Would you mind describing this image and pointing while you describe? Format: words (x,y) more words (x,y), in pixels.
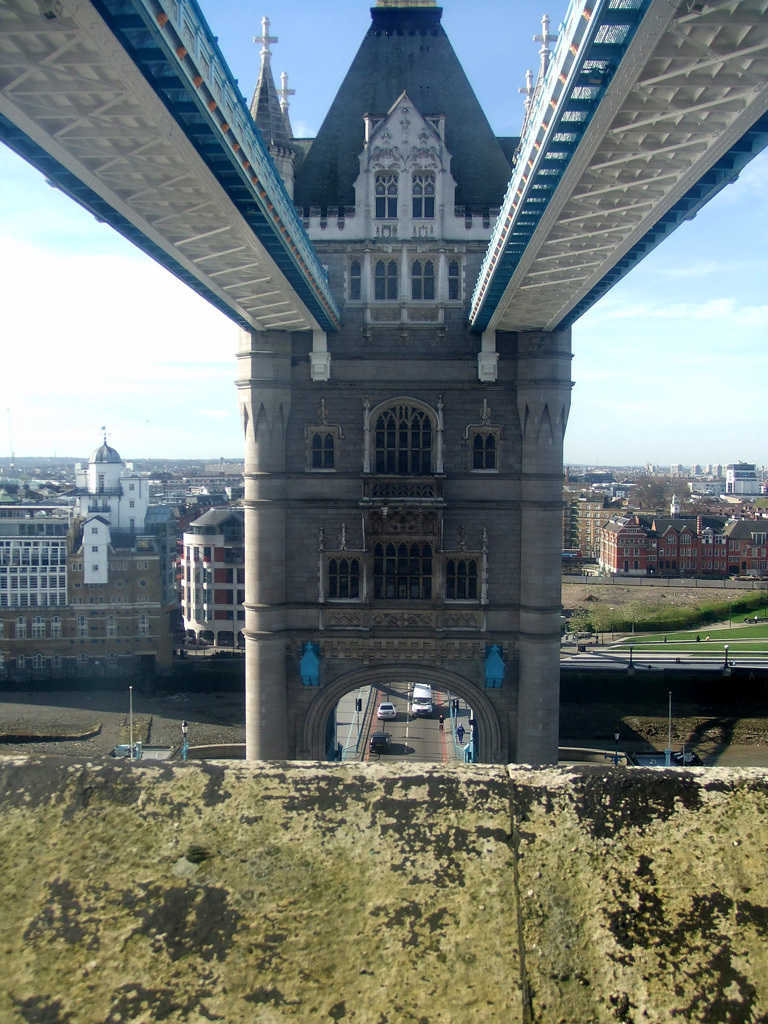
At the bottom (325,853) we can see a platform (288,865). In the background (262,509) we can see two bridges (211,230), buildings (377,669), windows (457,292), vehicles (388,714) on the road (432,737), poles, grass (689,608) and clouds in the sky (655,257).
